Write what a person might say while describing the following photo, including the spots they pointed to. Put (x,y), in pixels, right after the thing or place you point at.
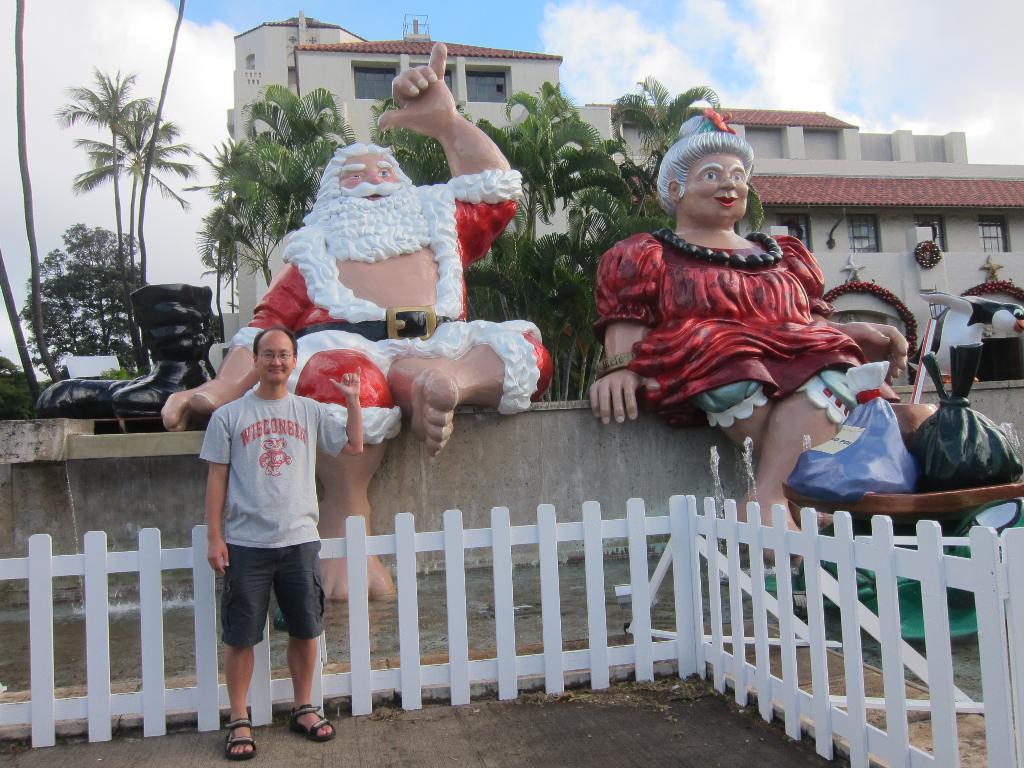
In the background (975,72) we can see the clouds (579,51) in the sky (988,70). We can see a building (939,231), windows (997,218) and few objects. In this picture we can the statues (354,223). We can see a man (230,599) standing near the fence (681,592) and giving a pose.
